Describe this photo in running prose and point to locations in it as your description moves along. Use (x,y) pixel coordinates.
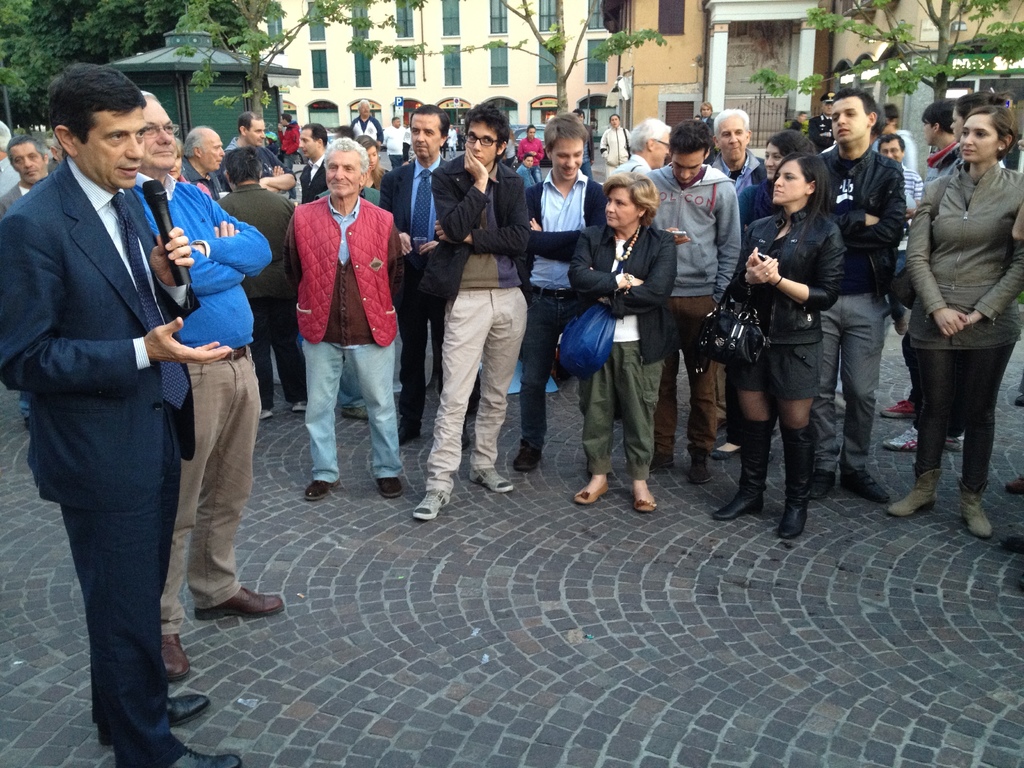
In the center of the image (445,362) there are people (195,249) standing on the road (605,583). In the background of the image (617,45) there are buildings (626,23), trees (380,46).
